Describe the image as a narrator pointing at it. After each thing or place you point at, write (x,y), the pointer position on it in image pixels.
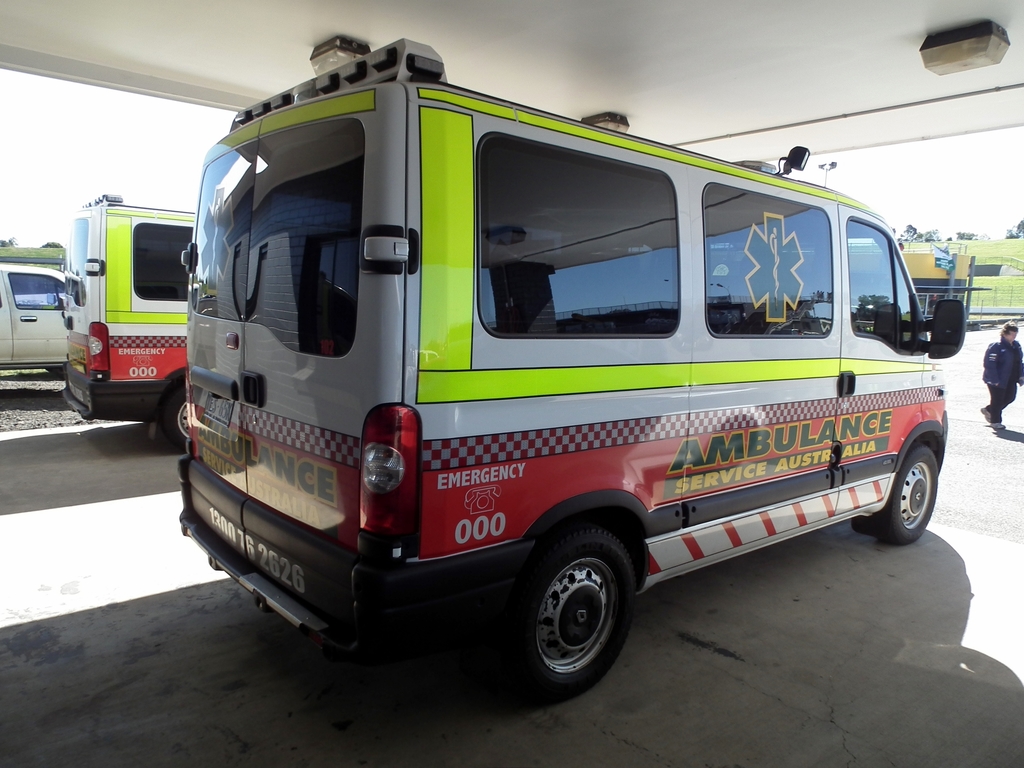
In this image there are two ambulances (198,355) which are parked one beside the other. At the top (268,46) there is roof (587,28). On the right side (993,364) there is a person (1010,390) walking on the floor (971,437). On the left side (35,316) there is a white vehicle (35,316) beside the ambulance (67,319).
